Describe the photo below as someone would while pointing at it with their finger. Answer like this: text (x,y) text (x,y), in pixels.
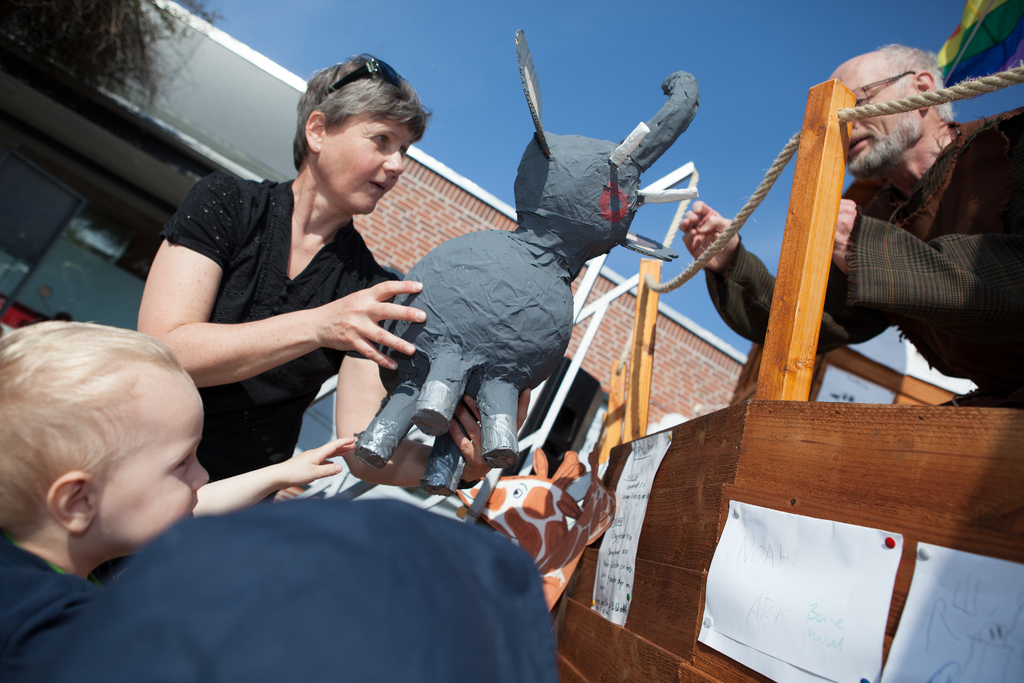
This is the woman (264,298) standing and holding a toy (514,306). Here is the old man (912,274). I can see a boy (105,447) standing. These are the papers (769,570) attached to the wooden board (922,446). I can see a rope (712,253) hanging through the wooden bars (833,159). This is the building (406,219). I think this is a flag (964,54).
